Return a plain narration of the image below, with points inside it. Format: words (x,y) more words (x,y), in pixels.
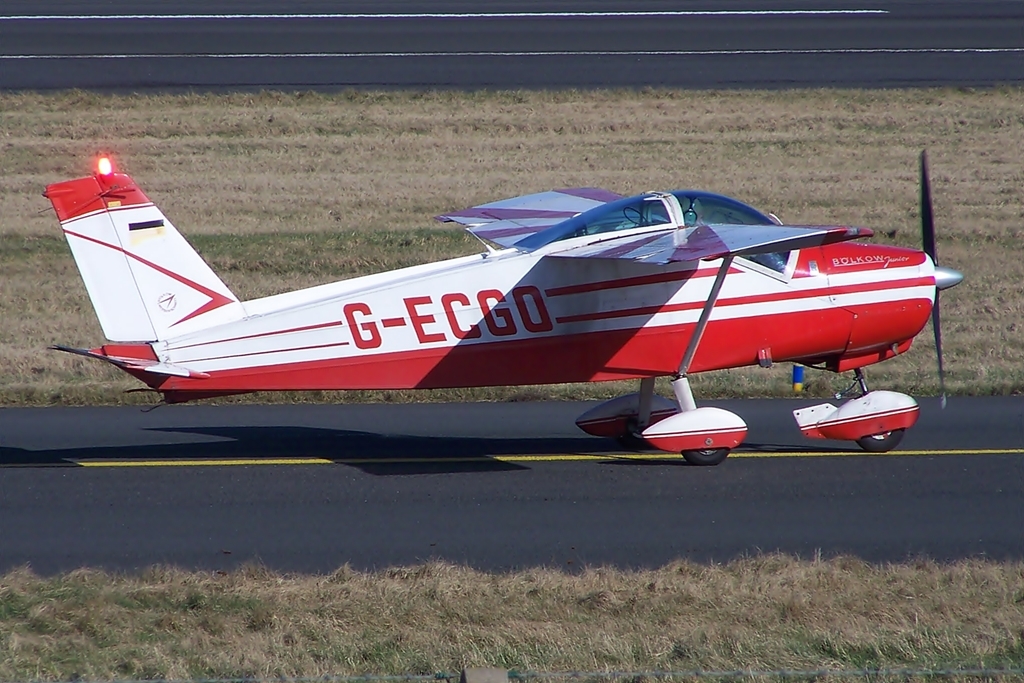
This image consists of a propeller plane (624,335) in white and red color. At the bottom (349,519), there is a road (337,444). And we can see the dry grass (302,576).
